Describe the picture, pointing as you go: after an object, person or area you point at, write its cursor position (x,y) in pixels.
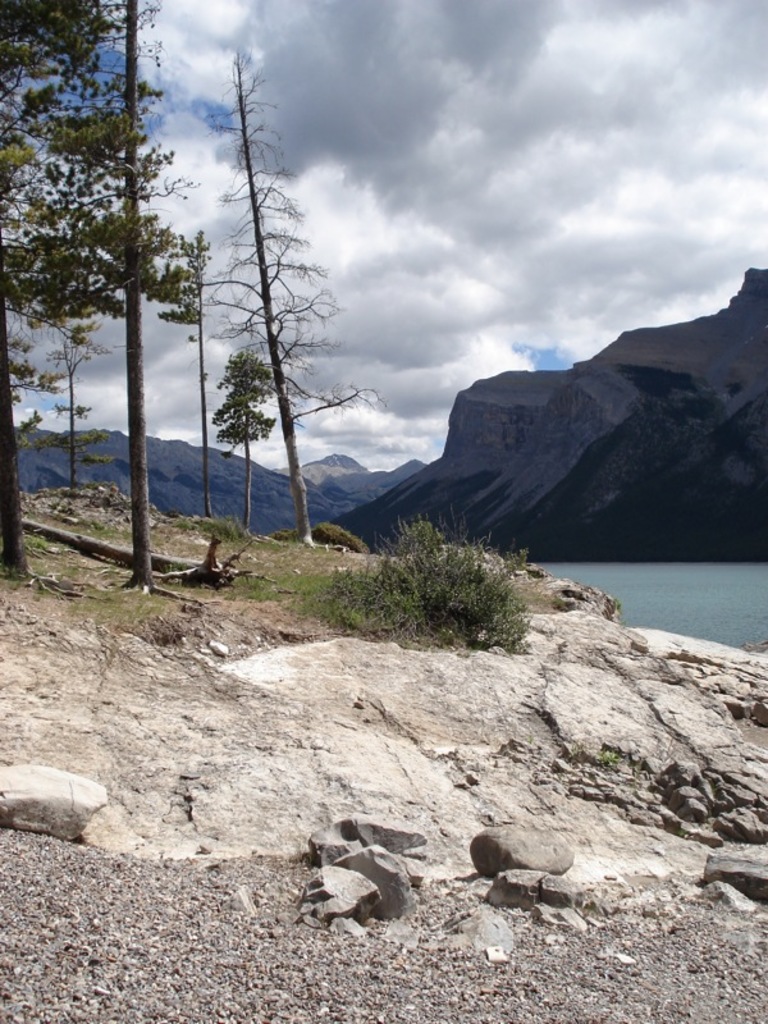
In the image we can see river (668,580), trees (135,299) and grass (322,590). There are mountains (408,482), stones (357,902) and the cloudy sky (411,289).
